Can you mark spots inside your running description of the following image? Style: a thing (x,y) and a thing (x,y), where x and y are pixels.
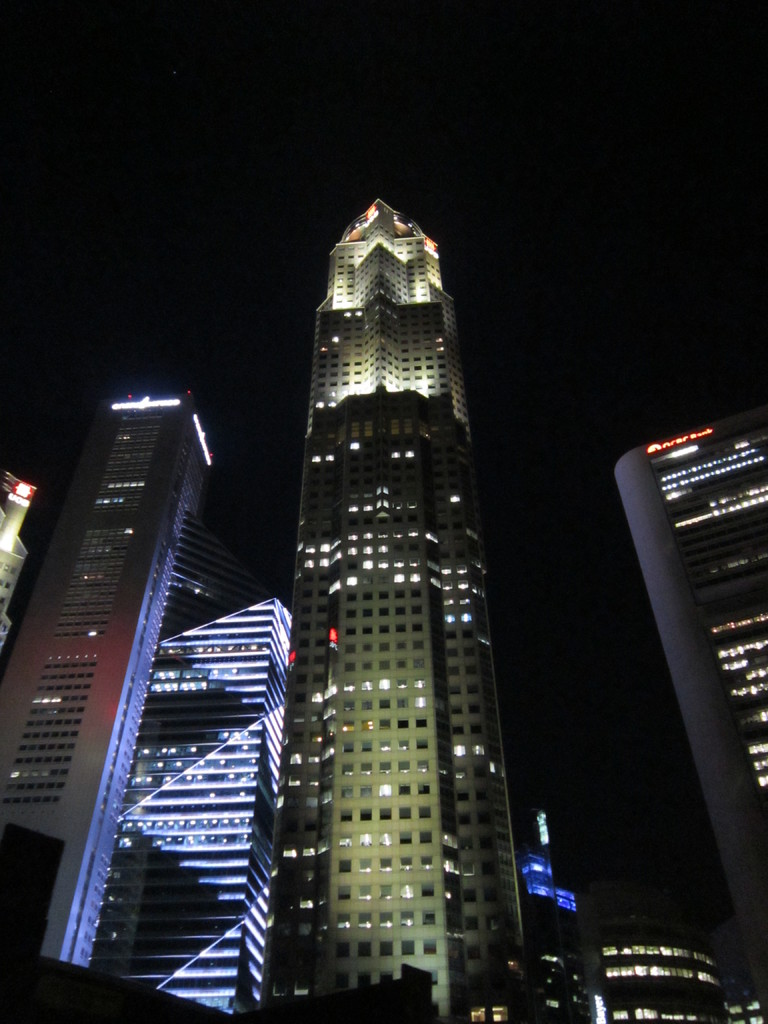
In this picture we can see the view of buildings (409,694) from the bottom. The sky (515,844) is dark.
